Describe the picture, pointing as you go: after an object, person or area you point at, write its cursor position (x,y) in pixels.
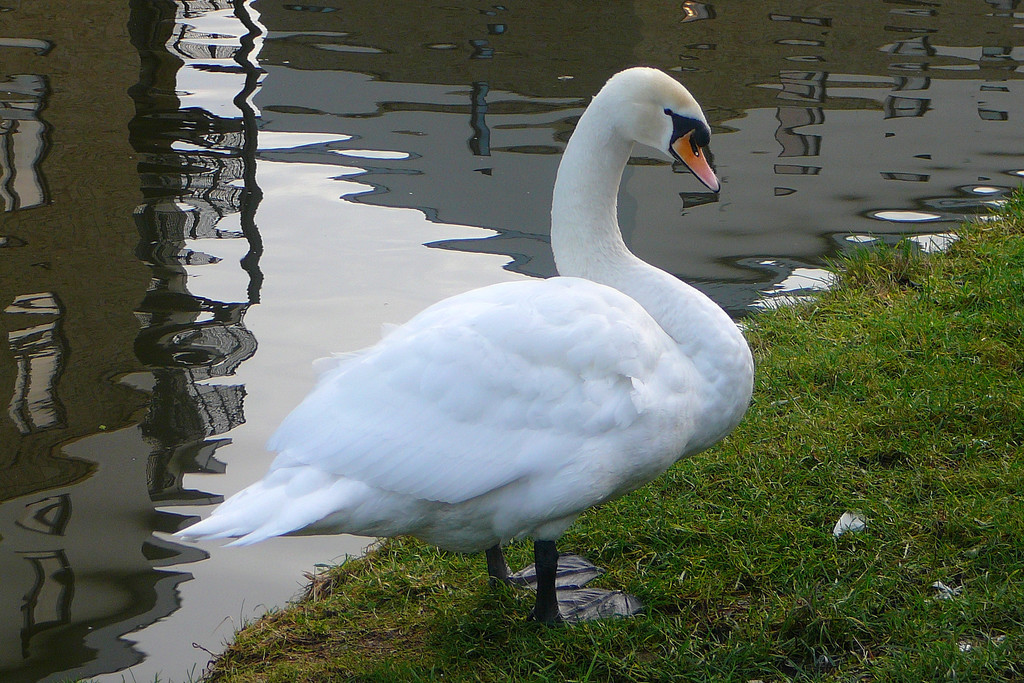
In this image I can see the bird (626,430) in white color and the grass (858,327) is in green color. In the background (794,111) I can see the water (321,162).
